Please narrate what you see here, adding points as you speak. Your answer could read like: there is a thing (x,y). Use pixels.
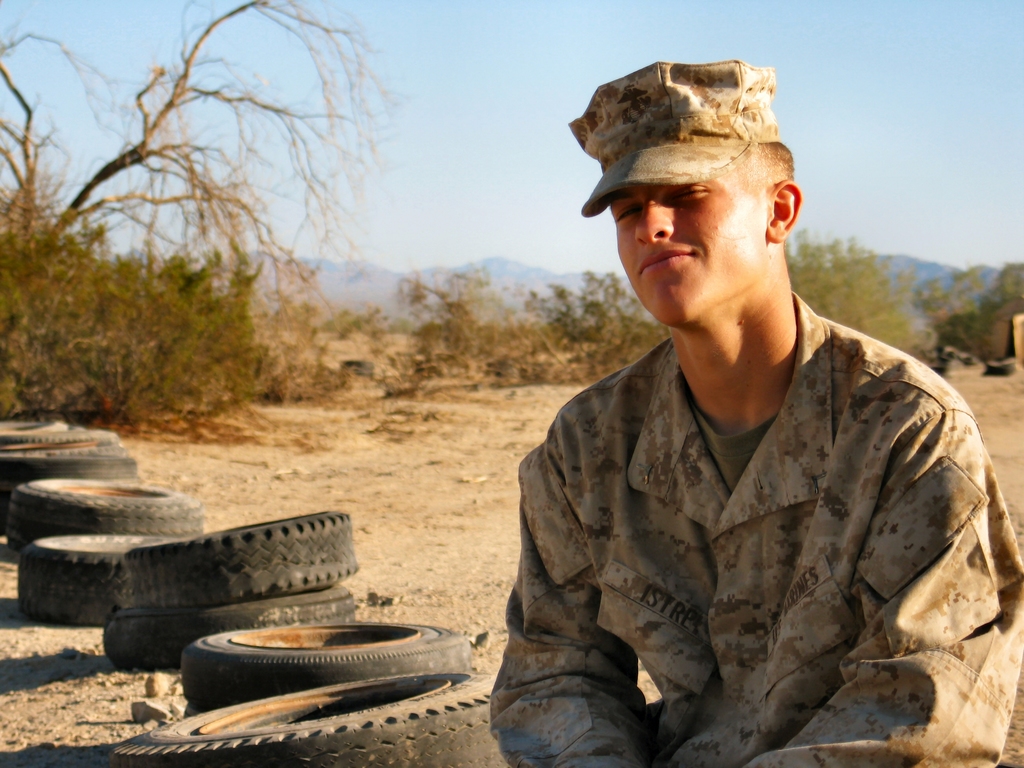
In this image we can see a person (735,591), beside to him there are some tires (198,539), trees (10,225), plants (45,312), also we can see the sky (541,235), and the mountains (367,286).
